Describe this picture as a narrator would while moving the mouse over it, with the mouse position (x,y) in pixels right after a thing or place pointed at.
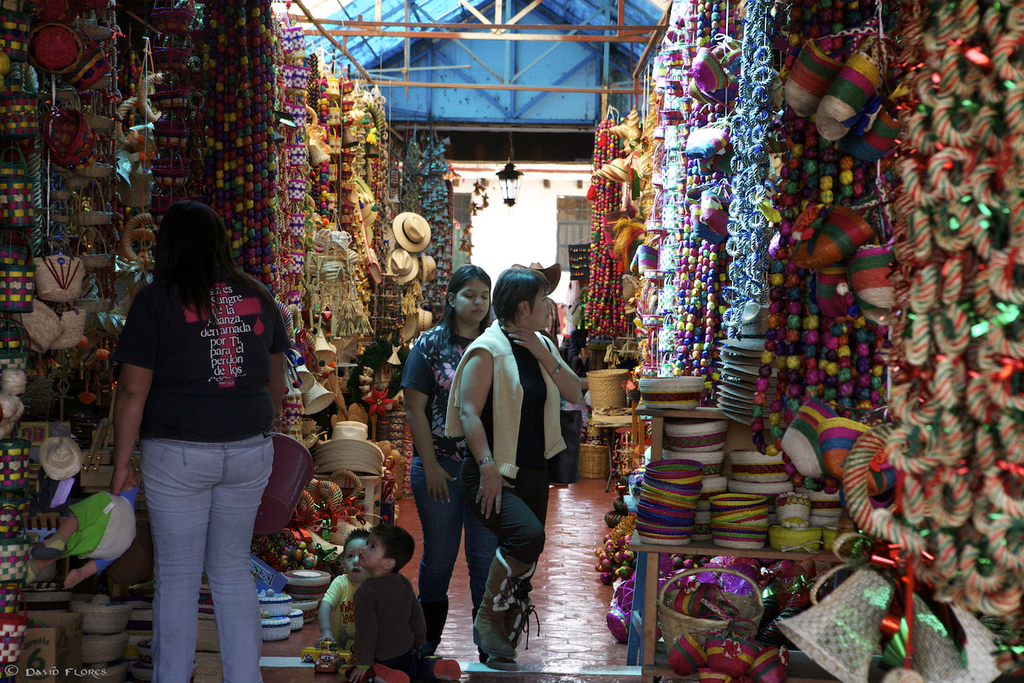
In this image we can see a shop (385,329) with too many things (755,247) are kept and hanged. In the middle of the image (507,403) two ladies (477,448) are standing, they are wearing black top (532,424) with jeans (442,526). Left side of the image (198,456) one more lady (207,521) is standing, she is holding toy (127,493) and plastic thing (290,483) in her hand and wearing black color top (227,390) with jeans (207,520). Bottom of the image (398,601) two kids (376,609) are present.
